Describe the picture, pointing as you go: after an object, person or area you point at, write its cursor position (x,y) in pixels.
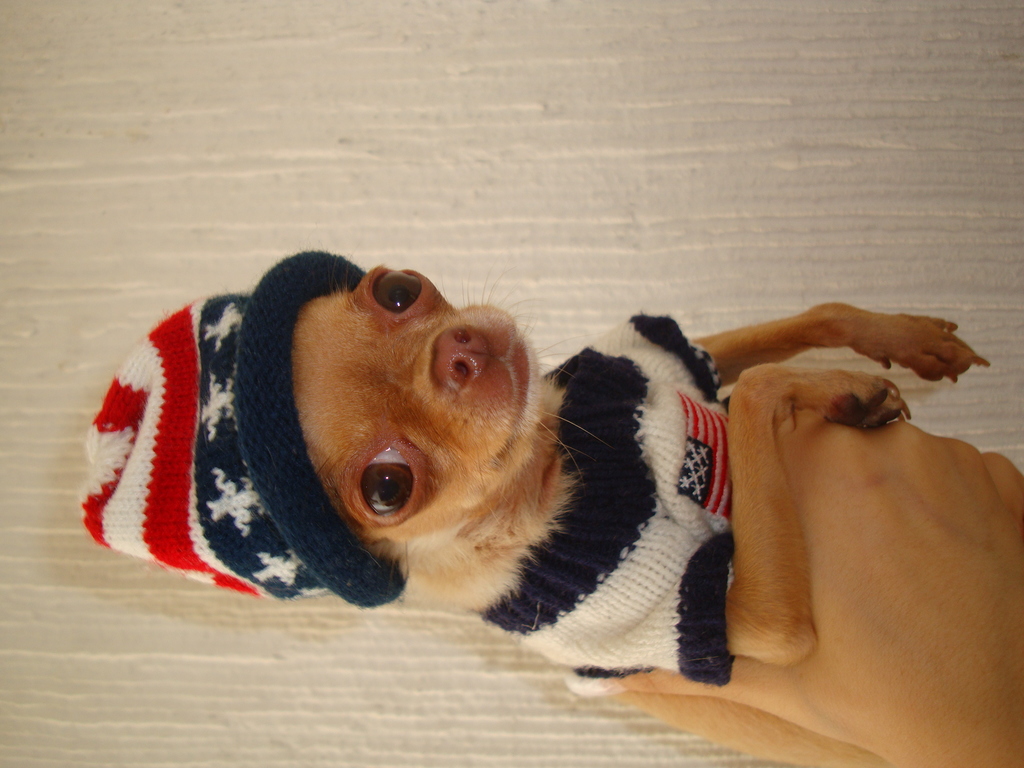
In the image we can see there is a dog (525,466) held in a person's hand (900,599) and wearing woolen sweater (570,568) and cap (374,563).
